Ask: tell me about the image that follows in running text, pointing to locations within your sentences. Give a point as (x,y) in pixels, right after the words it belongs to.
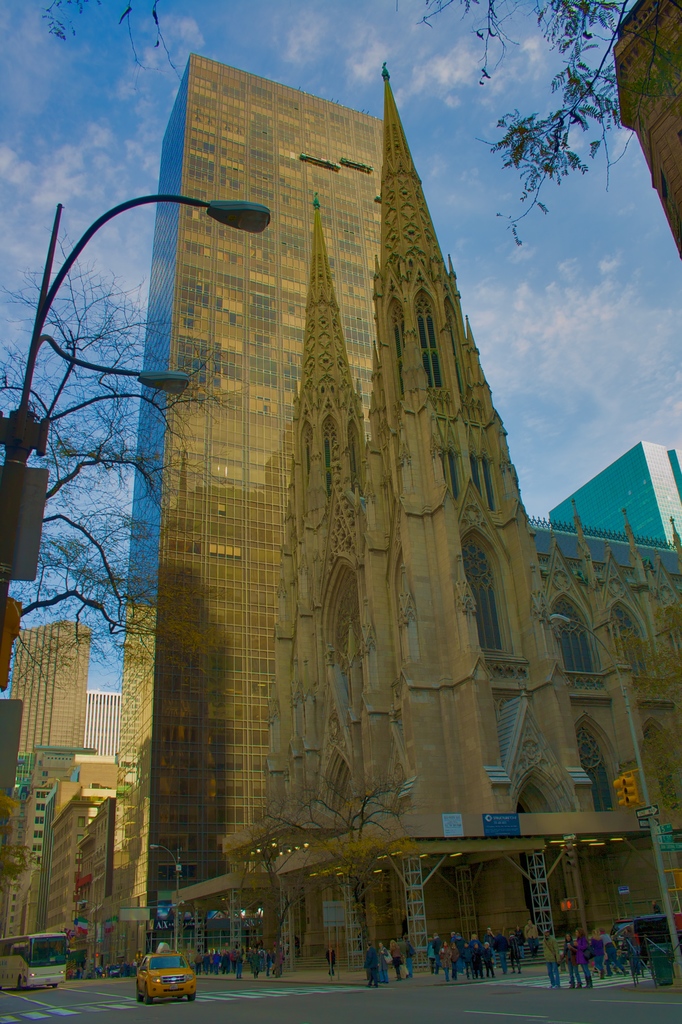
In this image vehicles (56,977) are moving on the road (409,1014) and people (460,957) are walking on footpath (450,972) and few are crossing the road (572,989), in the background (210,902) there are light poles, trees (363,909), buildings (382,511) and the sky (547,482).
